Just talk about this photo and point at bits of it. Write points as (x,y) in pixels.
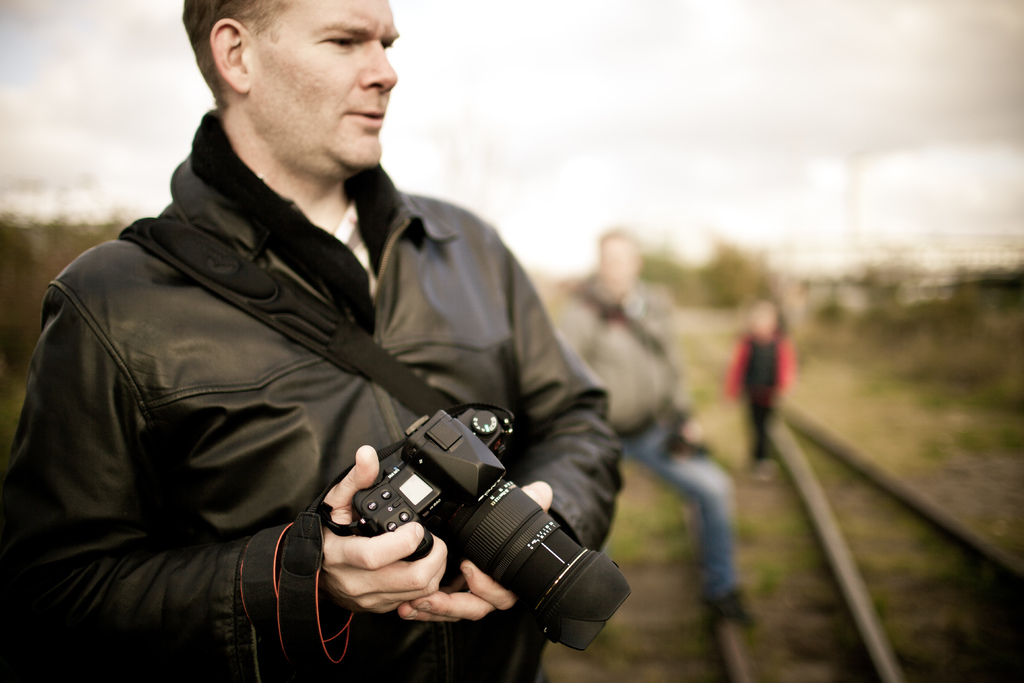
This picture is taken on railway tracks (661,589). The man (396,315) to the left corner (235,396) is wearing a black jacket (183,393) and holding a camera (465,492) in his hand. We can also see a bag stripe (237,288) on his jacket (221,400). There are other two people (635,376) behind him. Behind them there are trees (736,288) and sky (921,193). The background (935,187) is blurred.
